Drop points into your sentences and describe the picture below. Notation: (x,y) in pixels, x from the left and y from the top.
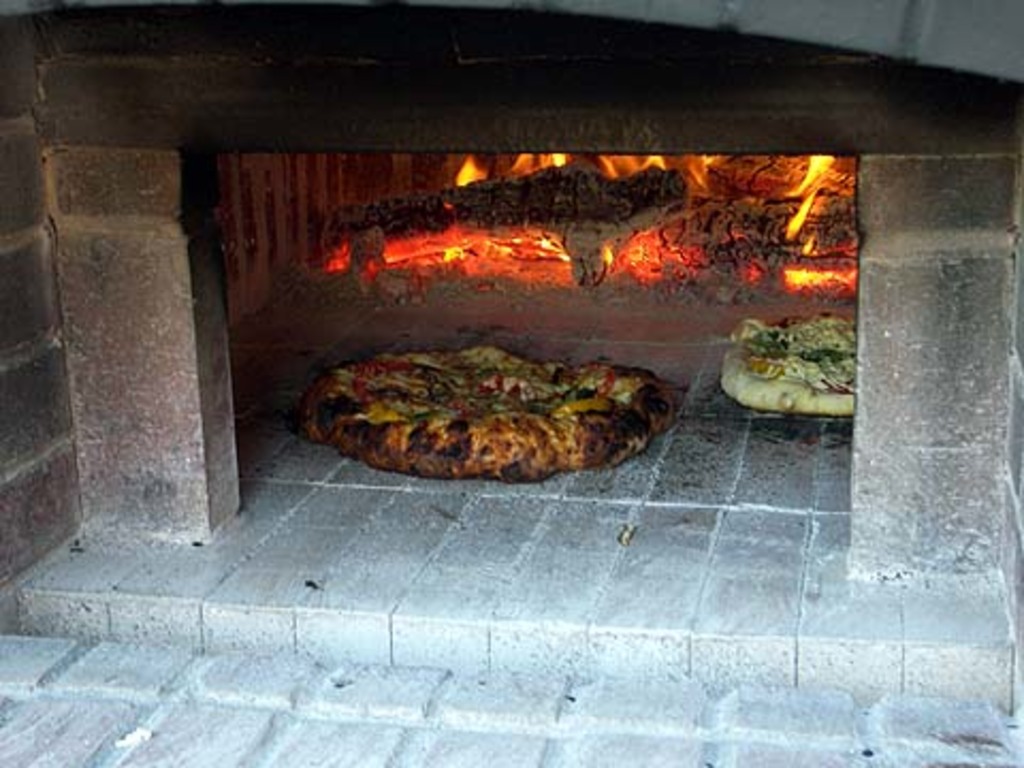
In the picture we can see a pizza oven (841,746) with two pizzas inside it and behind it we can see the fire (568,194).
